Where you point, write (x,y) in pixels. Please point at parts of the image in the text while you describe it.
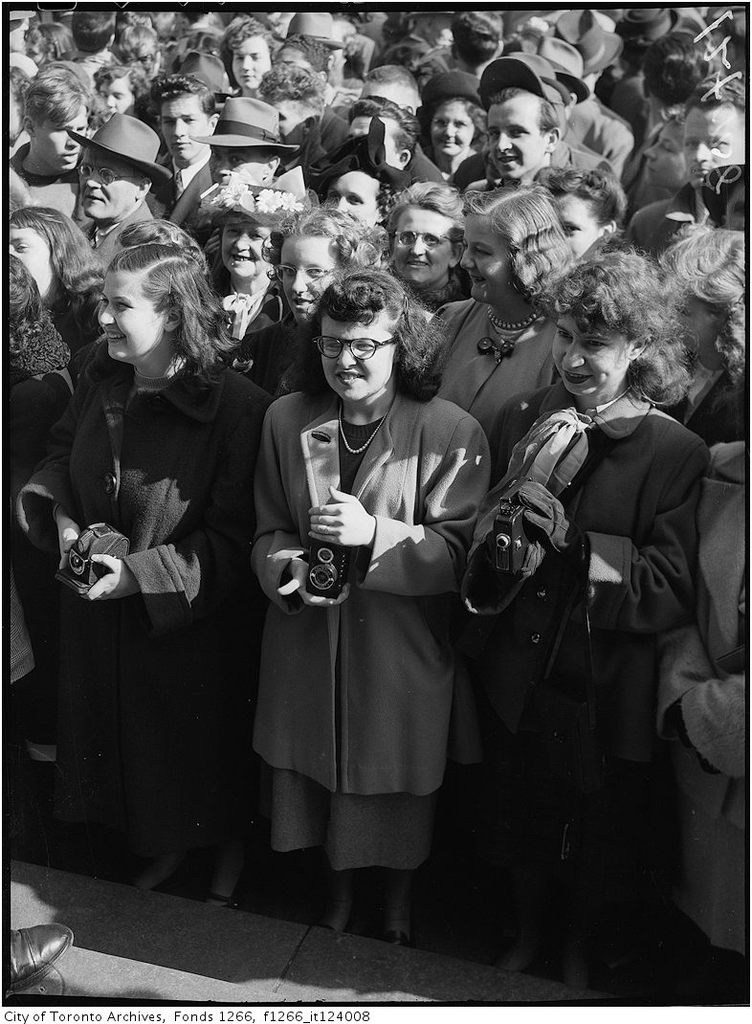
In this image there is crowd (152,382), at the bottom (14,949) I can see shoe (46,965), text (14,1017), in the foreground (571,805) there are three women (443,472) holding cameras (508,511).
